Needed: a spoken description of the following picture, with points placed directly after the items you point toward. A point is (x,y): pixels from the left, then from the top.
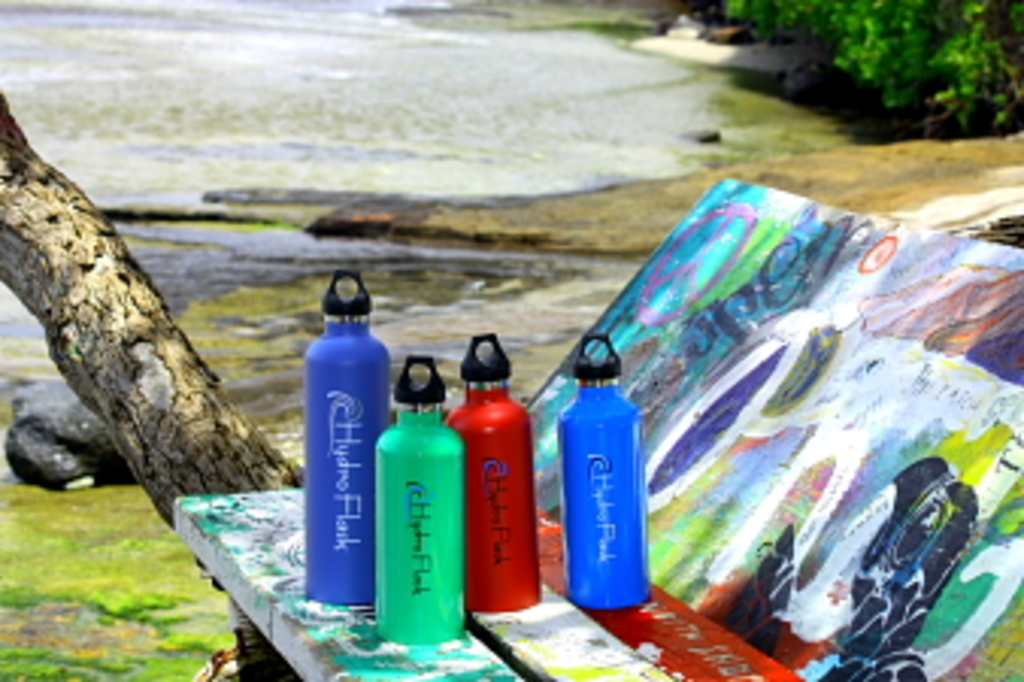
In this image I can see few water bottles (406,490) which are red, blue and green in color on the colorful surface (553,620). In the background (433,133) I can see the water (381,129), few trees (1021,24) and the ground (852,194).
